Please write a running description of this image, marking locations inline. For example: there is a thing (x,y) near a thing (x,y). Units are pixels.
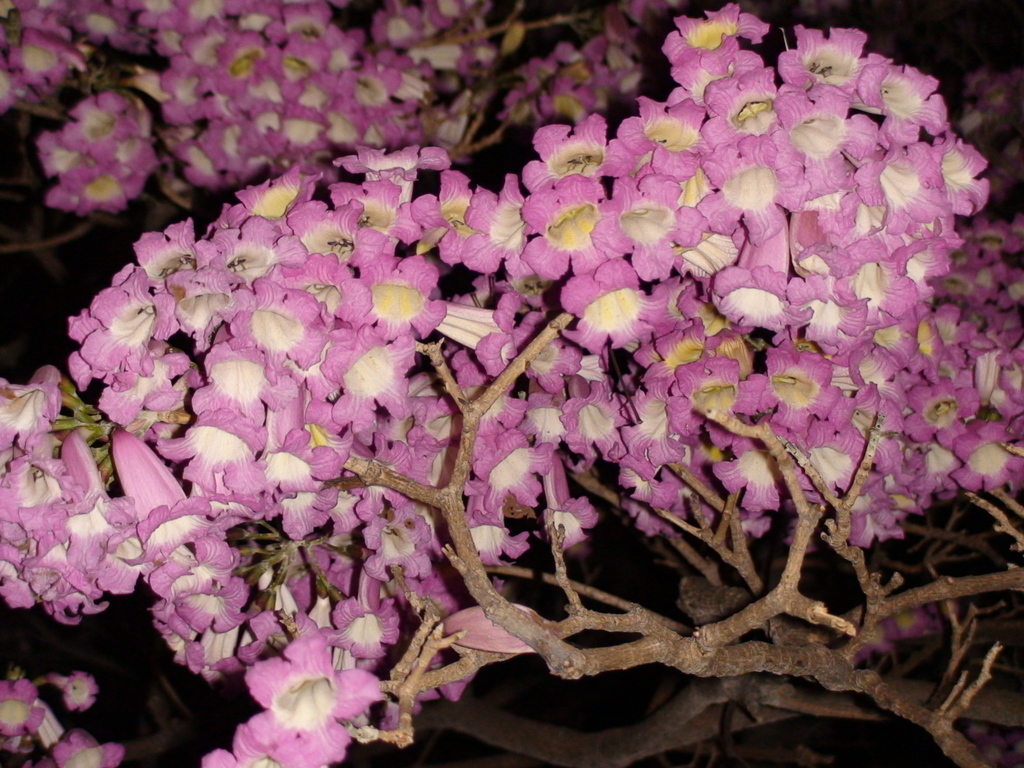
In this picture we can see branches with flowers (378,178) and in the background (957,9) it is dark.
